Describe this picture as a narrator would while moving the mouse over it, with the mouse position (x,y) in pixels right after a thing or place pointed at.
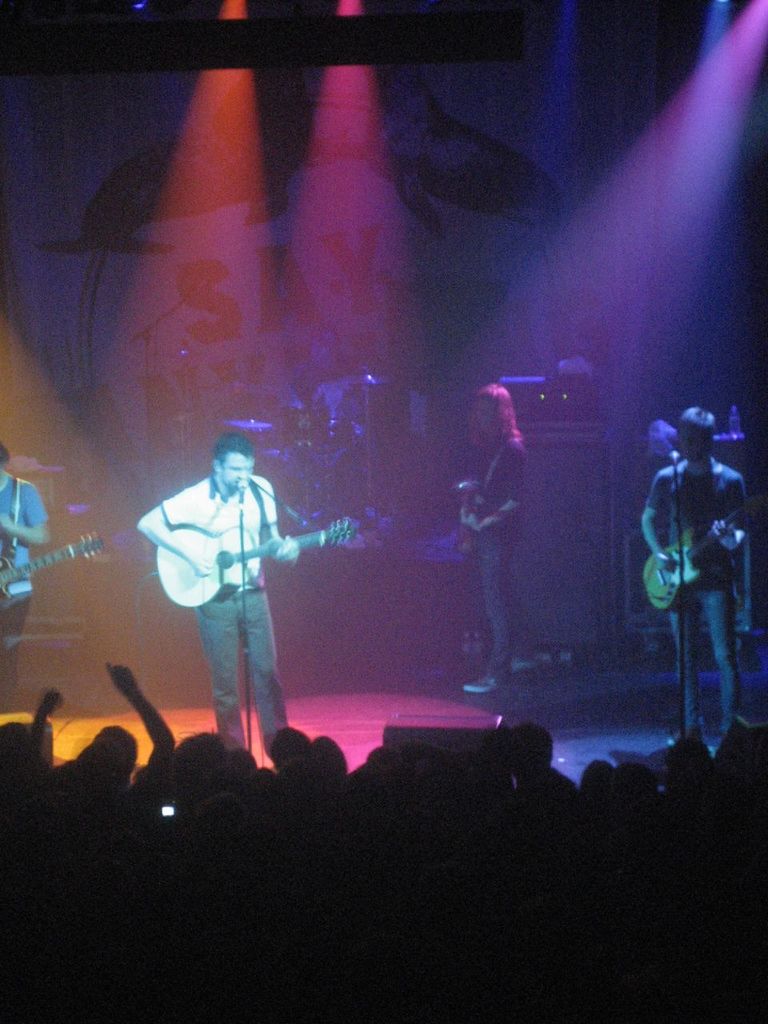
In this image in the middle (270,514) there is a man (179,545) he is playing guitar (228,576) he wears t shirt (213,511) and trouser (218,690). On the right (654,576) there is a man (700,614) he is playing guitar (689,580). At the bottom (451,833) there are many people (383,825). In the background (517,390) there are some people (480,490) and lights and some musical instruments (346,450).
